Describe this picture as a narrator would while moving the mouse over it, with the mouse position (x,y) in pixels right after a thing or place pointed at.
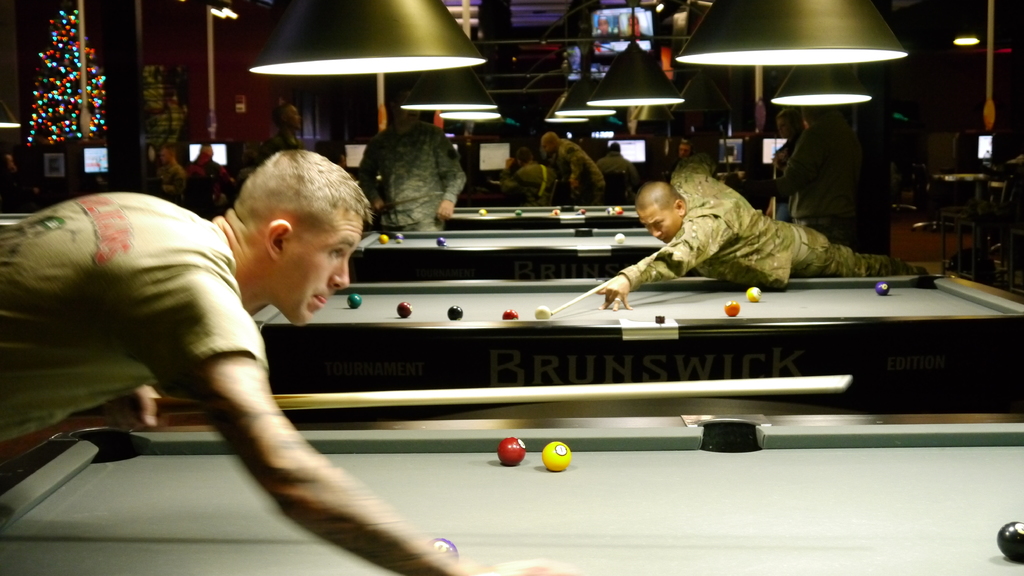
In a room (373,476) there are snooker boards (591,476) with balls (565,453) and sticks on it. On either side of board (680,439) there are men (752,239) playing and above that there are lights (821,16) hanging and at one corner of the room (167,45) there is a Christmas tree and few screens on the room (124,188).
